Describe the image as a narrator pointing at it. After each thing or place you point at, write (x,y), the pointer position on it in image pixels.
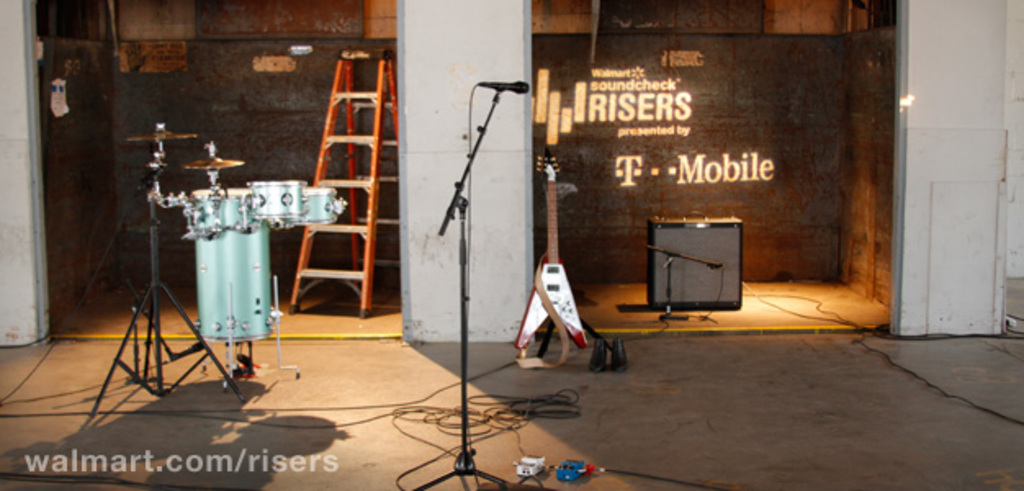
A drum set (216,166), a ladder (336,184), a guitar (561,295), a mic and a speaker (657,263) are placed by the side of a store (750,280).
